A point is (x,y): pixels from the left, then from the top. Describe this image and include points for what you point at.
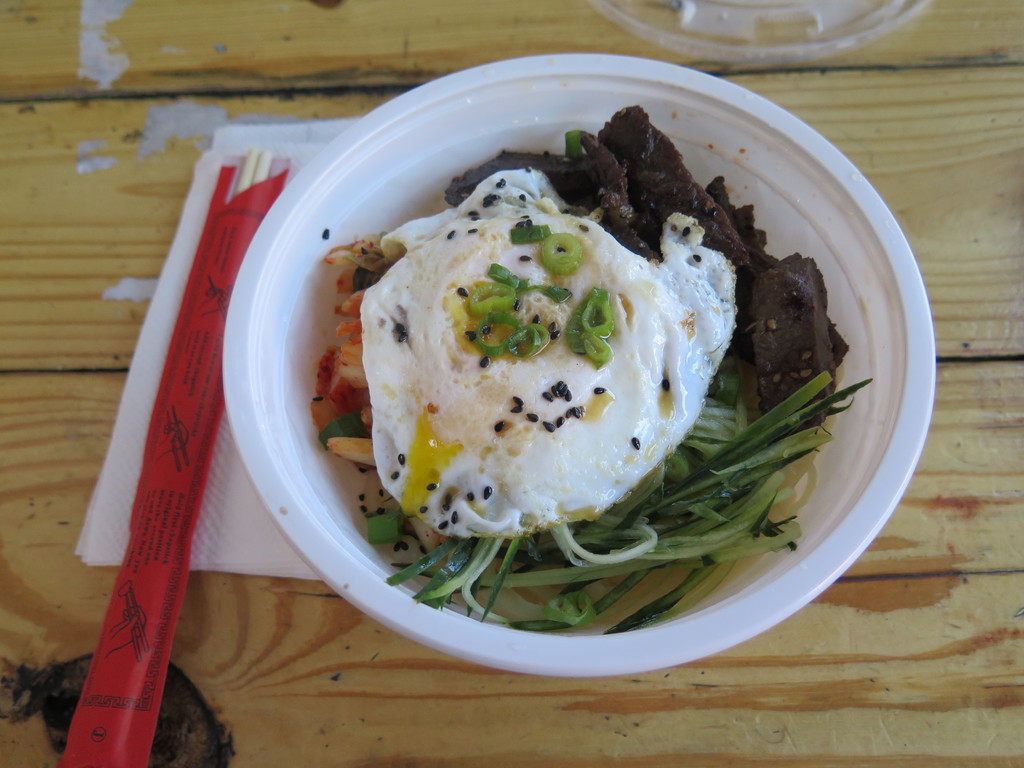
This is a wooden table (207,137) with a bowl (293,539), chopsticks (202,495) and tissue papers (246,544) on it. This bowl (311,469) contains food (688,466) in it.
